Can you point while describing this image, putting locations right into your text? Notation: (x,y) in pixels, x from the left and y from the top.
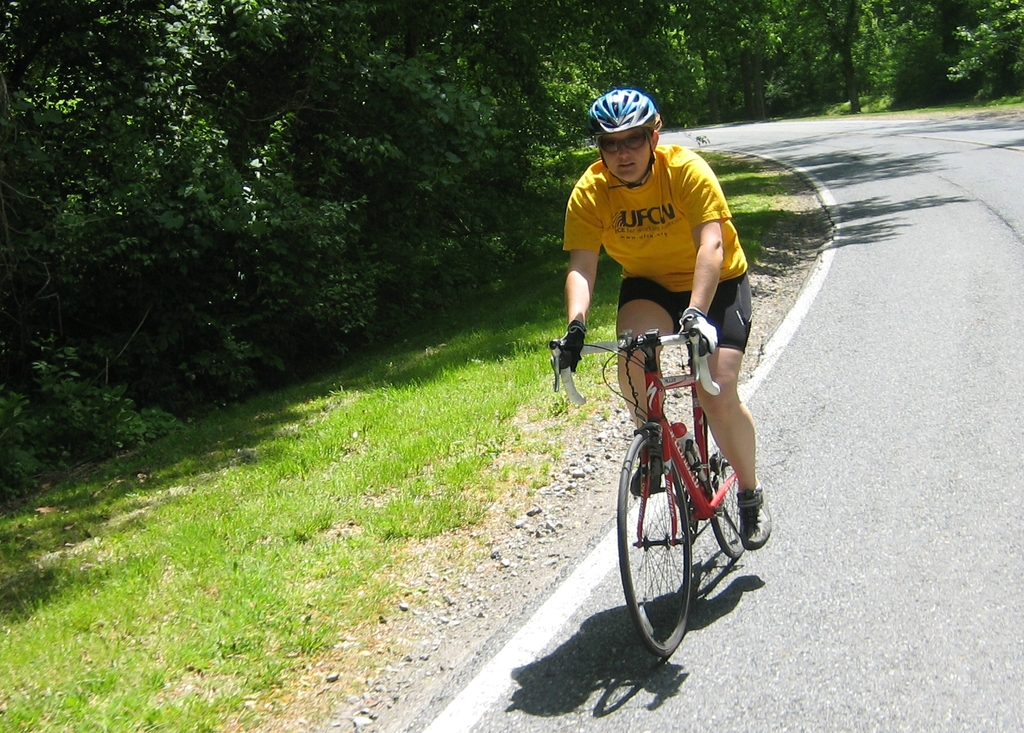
This is the picture of a road (764,405). In this image there is a person (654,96) with yellow t-shirt (659,213) is riding bicycle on the road (545,614). At the back (515,51) there are trees (422,241). At the bottom (845,571) there is grass (335,467) and there is a road (993,197).
